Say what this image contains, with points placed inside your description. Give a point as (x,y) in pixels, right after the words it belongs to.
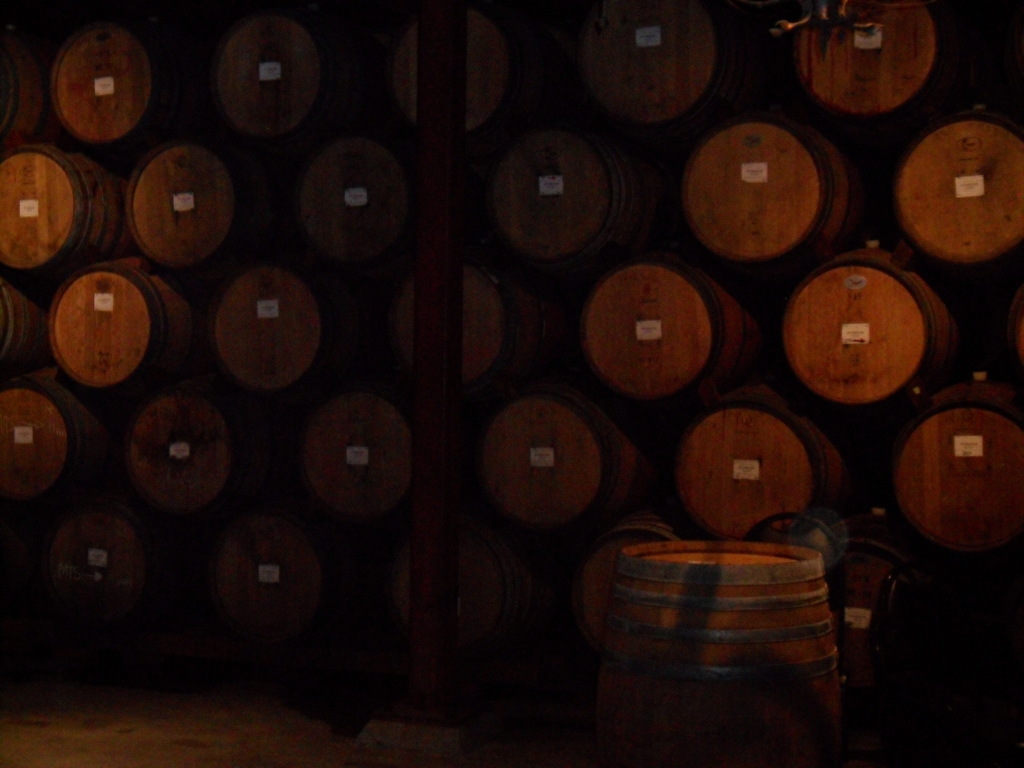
In the foreground of this image (684,644), there is a barrel (710,679). In the background (623,375), there are pyramids of barrels (570,248) and a pole (445,389).
